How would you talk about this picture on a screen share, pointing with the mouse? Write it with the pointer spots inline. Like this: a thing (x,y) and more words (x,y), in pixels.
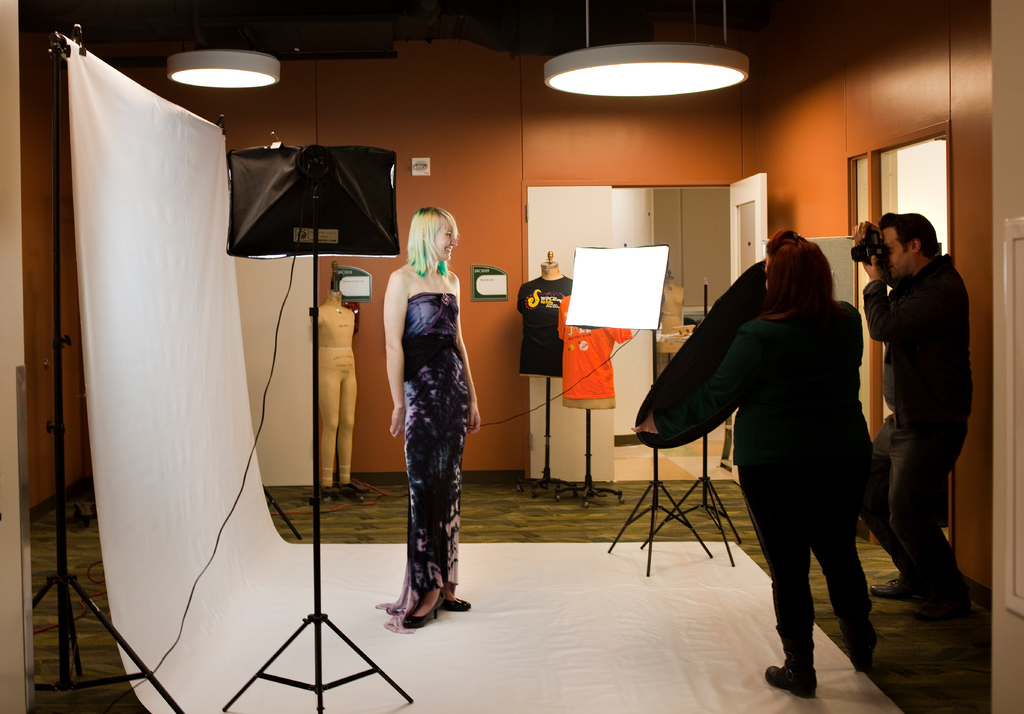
In this picture there is a woman (423,210) who is wearing blue dress (441,562) and she is standing on the white cloth (540,619). On the right (957,340) there is a cameraman (951,297) who is holding camera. Beside him we can see another woman (854,557) who is wearing blazer (800,431), trouser (768,533) and shoe (794,655). She is holding black color material (654,400). Here we can see lights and stand (704,475). In the background (581,397) we can see statues (561,327). On the top (726,74) we can see lights (726,44). On the right (916,191) there is a window (871,191) near to the door (760,214).
